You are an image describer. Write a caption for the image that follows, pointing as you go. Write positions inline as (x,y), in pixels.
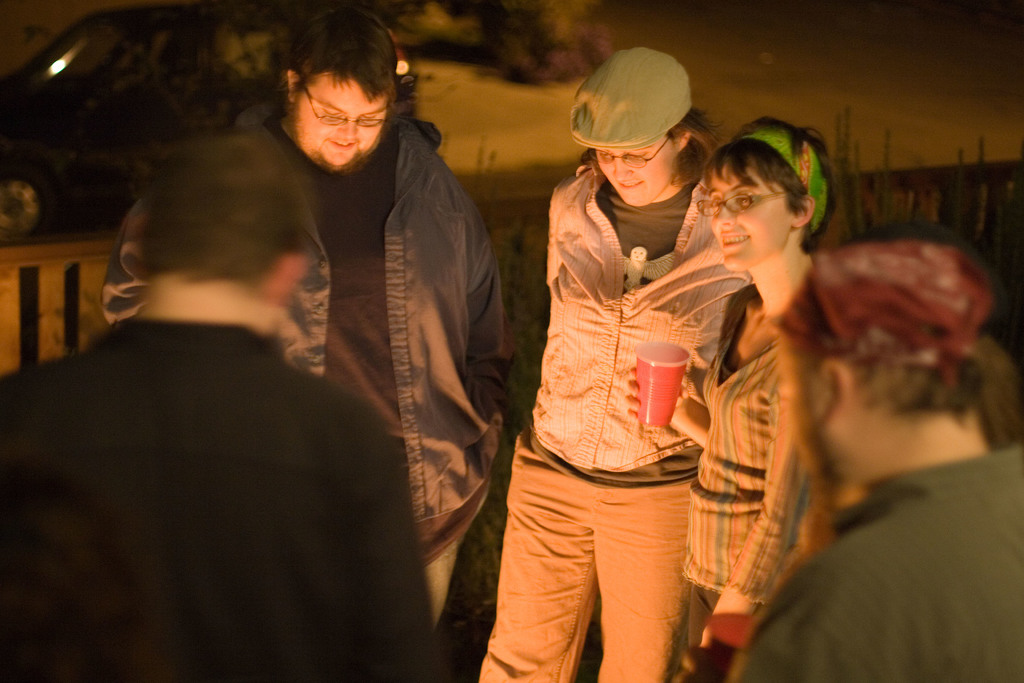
In the picture a group of people (583,414) were standing around and the woman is holding a glass (675,375) with her hand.
